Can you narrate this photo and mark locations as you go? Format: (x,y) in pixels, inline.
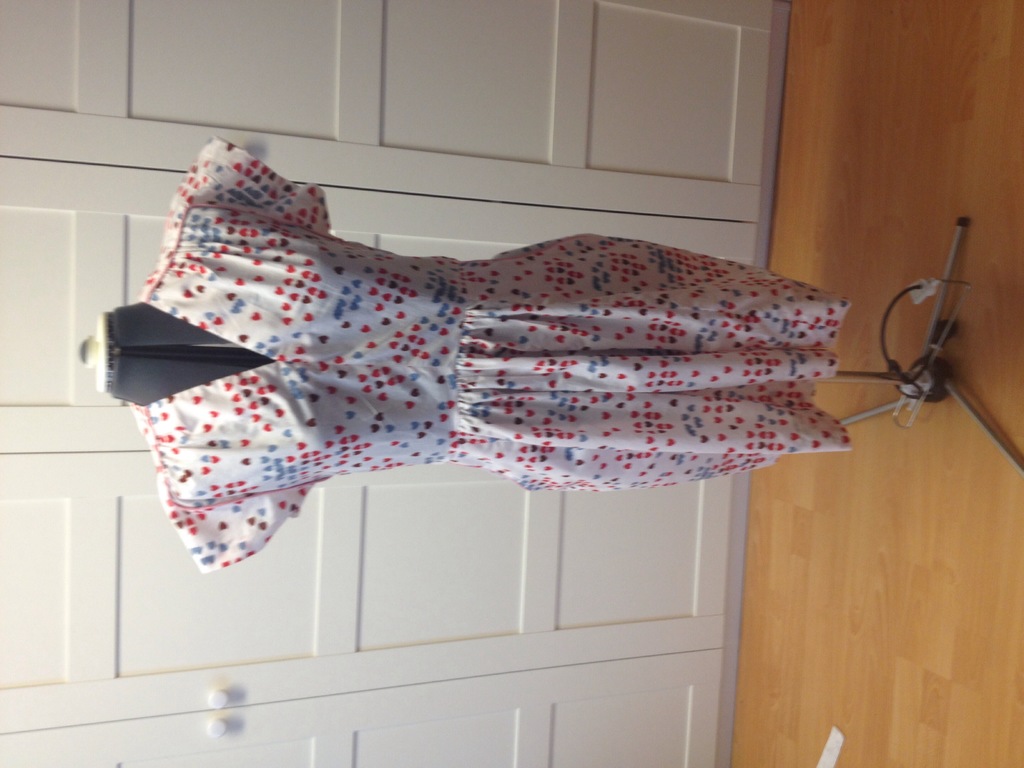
In the center of the image (602,349) there is a dress (545,388) on the stand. In the background of the image (555,41) there are doors (143,543). At the bottom of the image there is wooden flooring (901,541).
